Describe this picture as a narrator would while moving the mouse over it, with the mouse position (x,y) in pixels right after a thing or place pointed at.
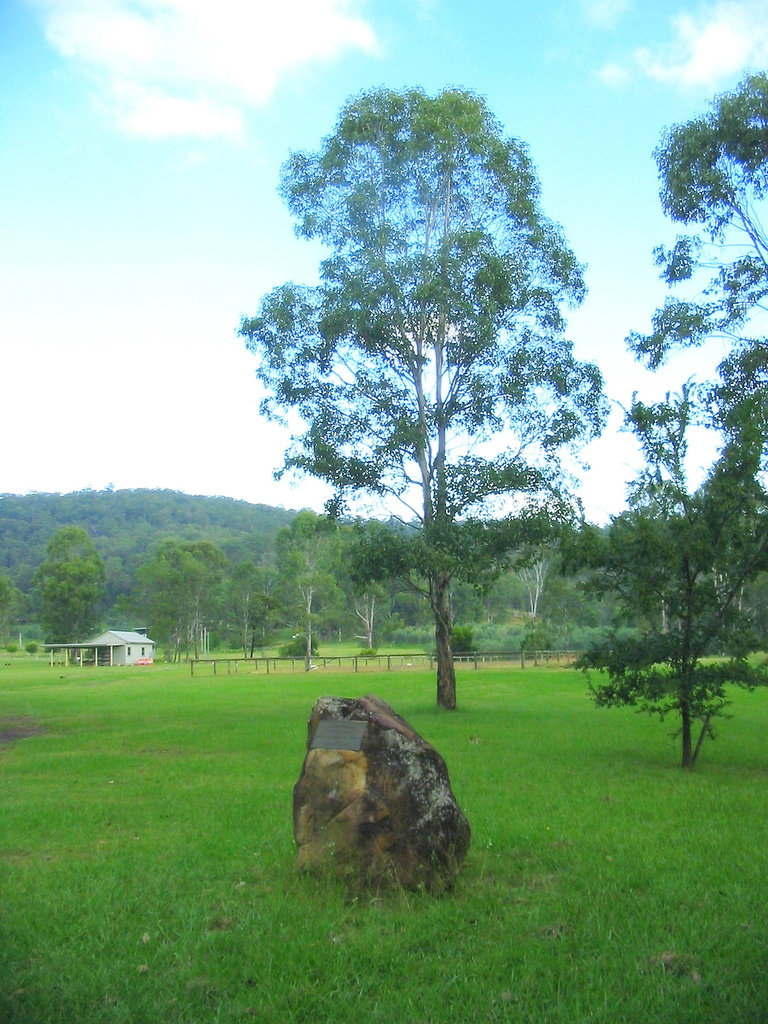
This image consists of a rock (384,816). At the bottom (353,976), there is green grass (509,990). In the background (361,583), there are many trees (373,544) and plants (17,551). To the left (86,660), there is a small house (140,657).
